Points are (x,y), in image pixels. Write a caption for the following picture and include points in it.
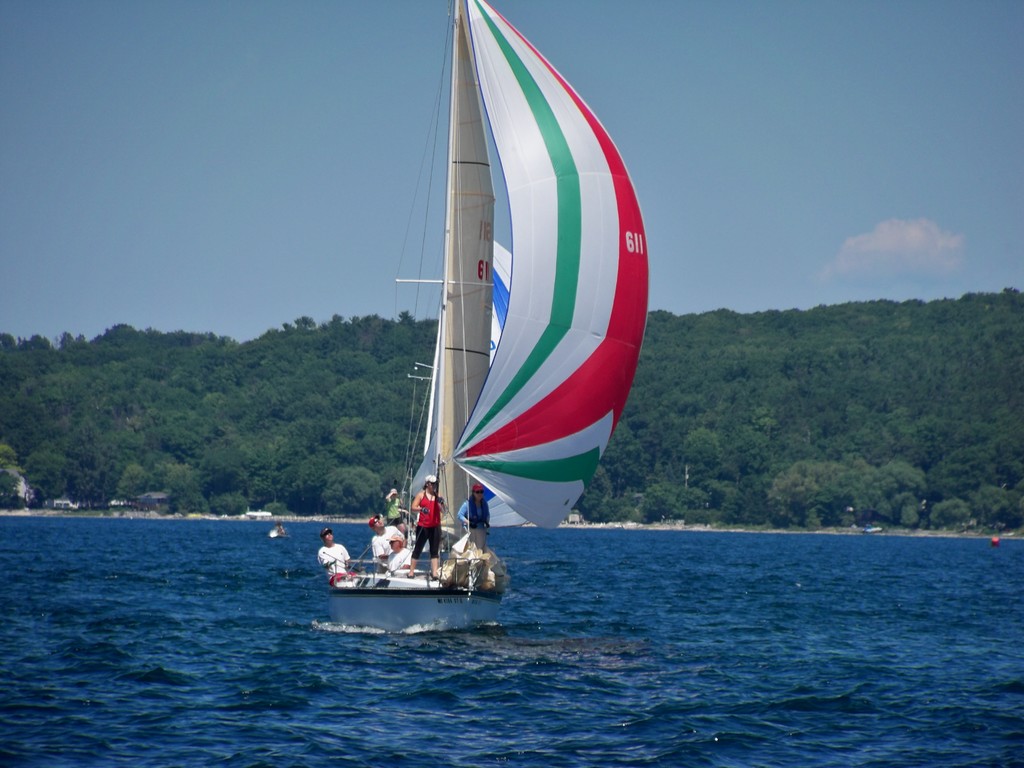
In this picture there is a woman (417,499) who is wearing cap (434,477), t-shirt (434,524) and shoe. Beside her I can see another woman (483,521) who is wearing blue t-shirt (473,522), trouser (485,535) and cap (478,490). Back side of the her there are three men (330,568) were wearing white shirt (383,547) and sitting on the boat (388,578). This person (421,500) were riding a boat (428,570). In the background (113,370) I can see the mountain (709,452) and many tree (882,379). At the bottom (747,717) I can see the water (664,688). On the right (825,179) I can see the sky (825,179) and clouds (944,258).
